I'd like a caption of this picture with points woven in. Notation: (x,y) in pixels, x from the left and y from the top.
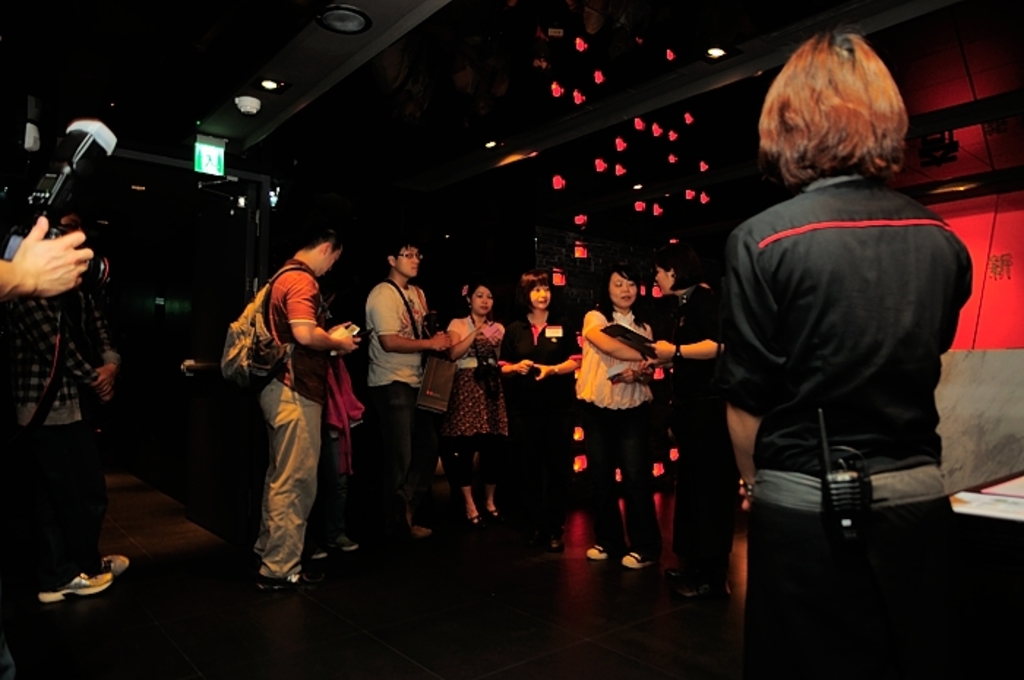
In the center of the image (495,381) we can see some people (525,345) are standing and holding objects (613,330) and some of them are holding papers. On the right side of the image (819,253) we can see a person (872,411) is standing and also we can see a walky talky (836,497). On the left side of the image (81,488) we can see a man (83,342) is standing and a person (50,249) is holding a camera (47,212). In the background of the image (706,254) we can see the lights (668,155), wall (286,176), sign board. At the top of the image (373,76) we can see the roof (373,76) and lights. At the bottom of the image (479,604) we can see the floor (534,574).
